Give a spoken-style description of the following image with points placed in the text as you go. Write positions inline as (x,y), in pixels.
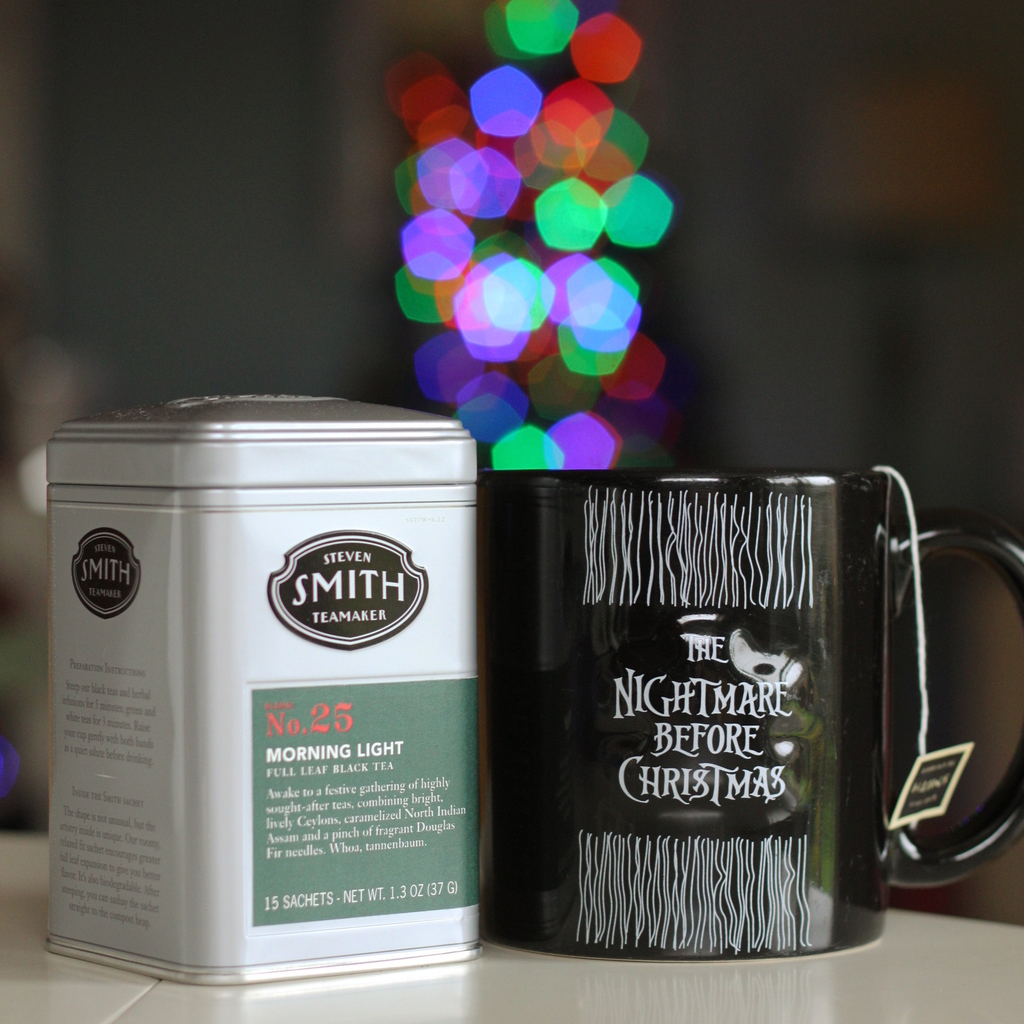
In this picture we can see cup (666,799) and box (289,758) on the platform (487,977). In the background of the image (448,228) it is blurry.
